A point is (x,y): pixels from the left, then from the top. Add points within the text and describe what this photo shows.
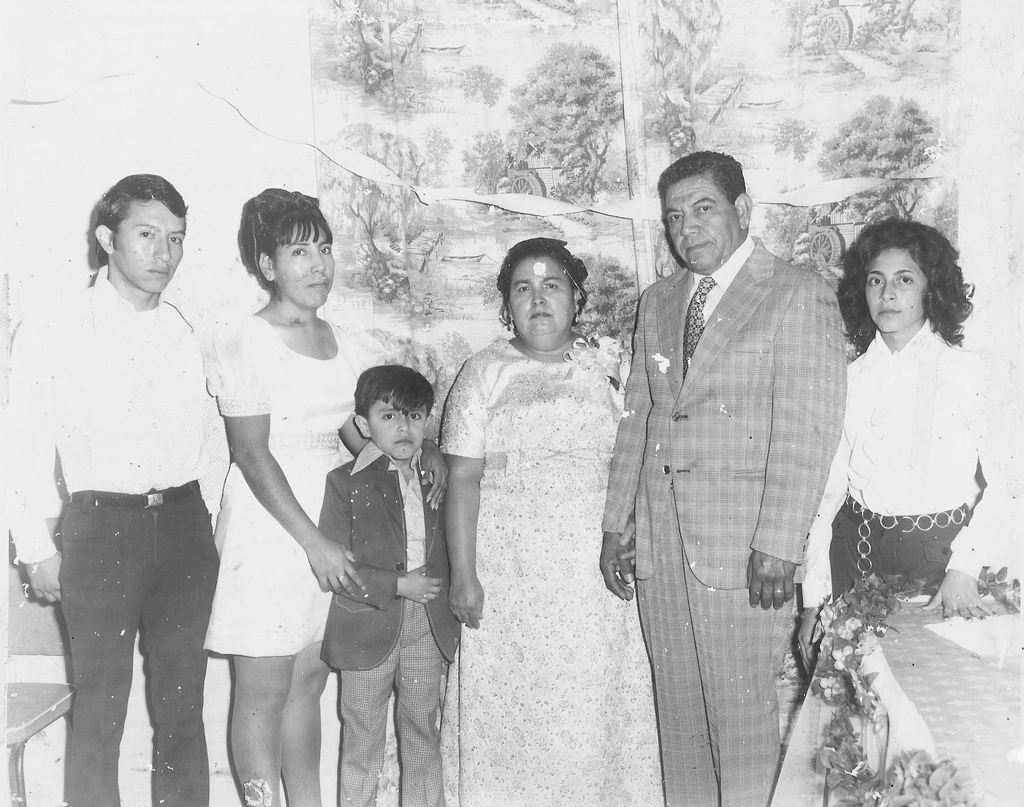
In this picture I can see there are a group of people (634,368) standing here and in the backdrop (226,118) I can see there is a wall (232,131) and a patterned wallpaper (552,156) on it.
